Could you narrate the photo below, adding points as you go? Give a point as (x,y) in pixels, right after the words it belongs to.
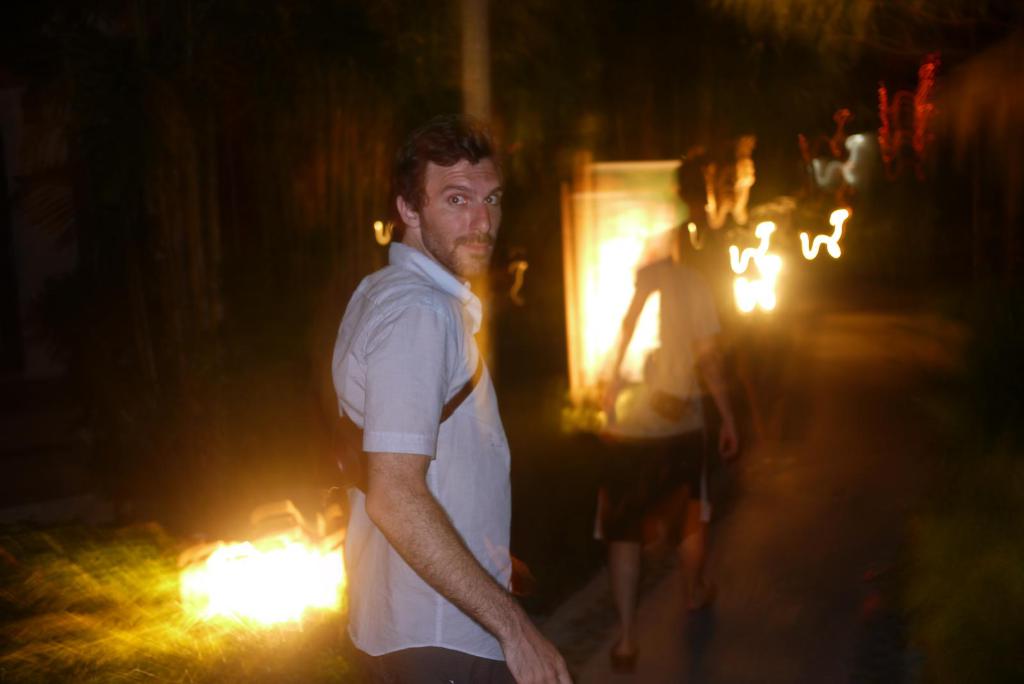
In this image we can see two persons (471,495) standing on the ground (754,574). One person (410,524) is wearing a bag (443,412). In the background (311,587), we can see some lights (262,555).
